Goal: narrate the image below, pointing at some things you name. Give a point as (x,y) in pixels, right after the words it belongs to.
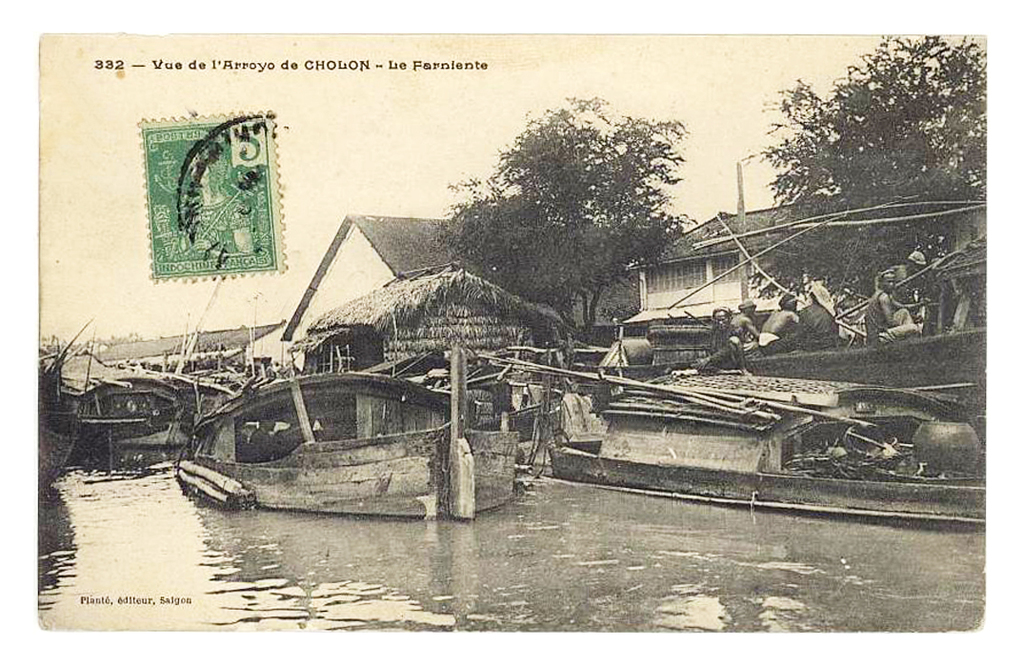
As we can see in the image there is a paper (465,383). On paper (485,116) there is boat (331,455), water (462,529), houses (490,342), trees (577,213) and a sky (515,104).
